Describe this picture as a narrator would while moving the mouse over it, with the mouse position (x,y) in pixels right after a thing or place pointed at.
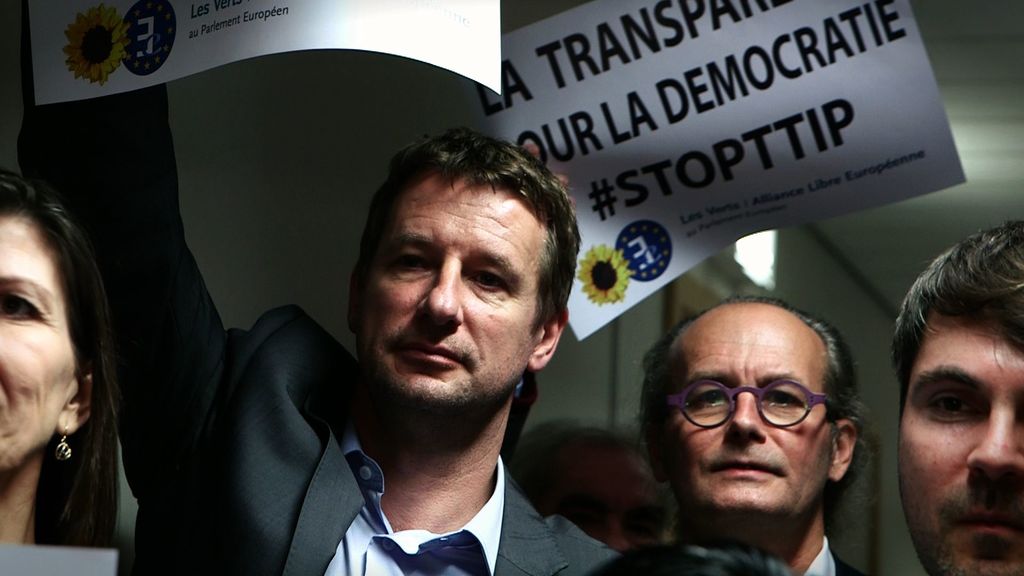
There are few people (555,342). Two are holding posters (545,94). One person (713,444) is wearing a specs (703,424). In the back (931,246) there is a wall (918,255).
